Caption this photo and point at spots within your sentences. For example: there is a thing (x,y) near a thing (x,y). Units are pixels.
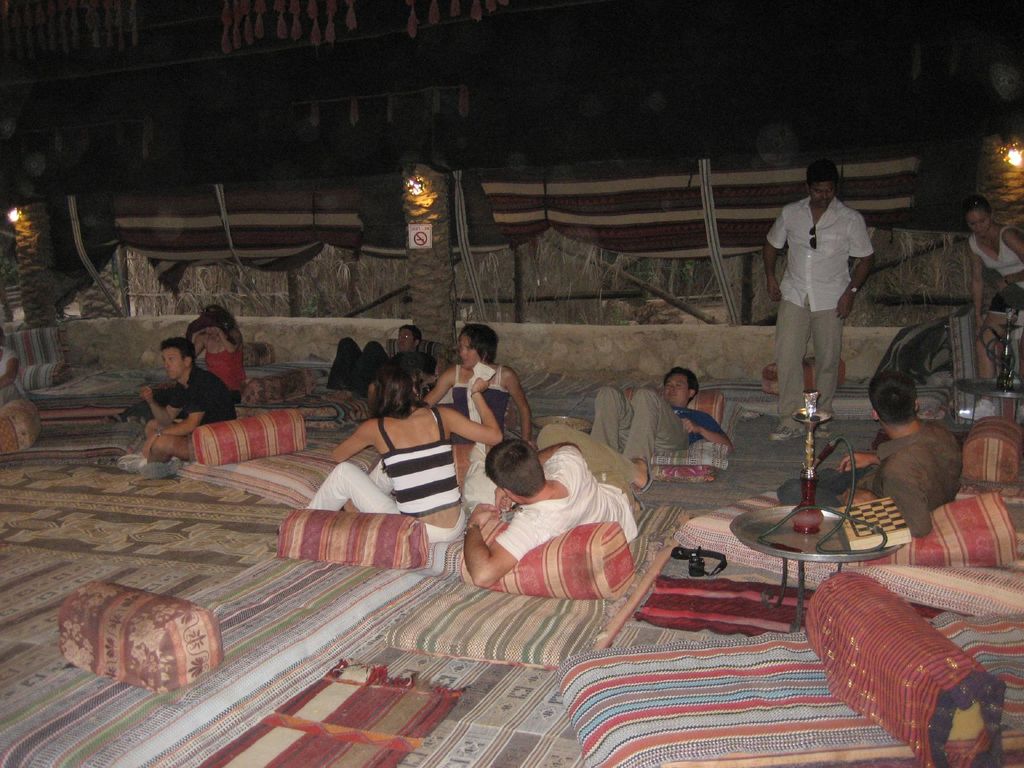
There are beds (431,627) and pillows (427,563). Some people (390,371) are lying and sitting. And there is a table (776,542). On that there is a smoking machine (803,510). In the back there is a wall (536,332) with a cloth (334,204) and lights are there.
